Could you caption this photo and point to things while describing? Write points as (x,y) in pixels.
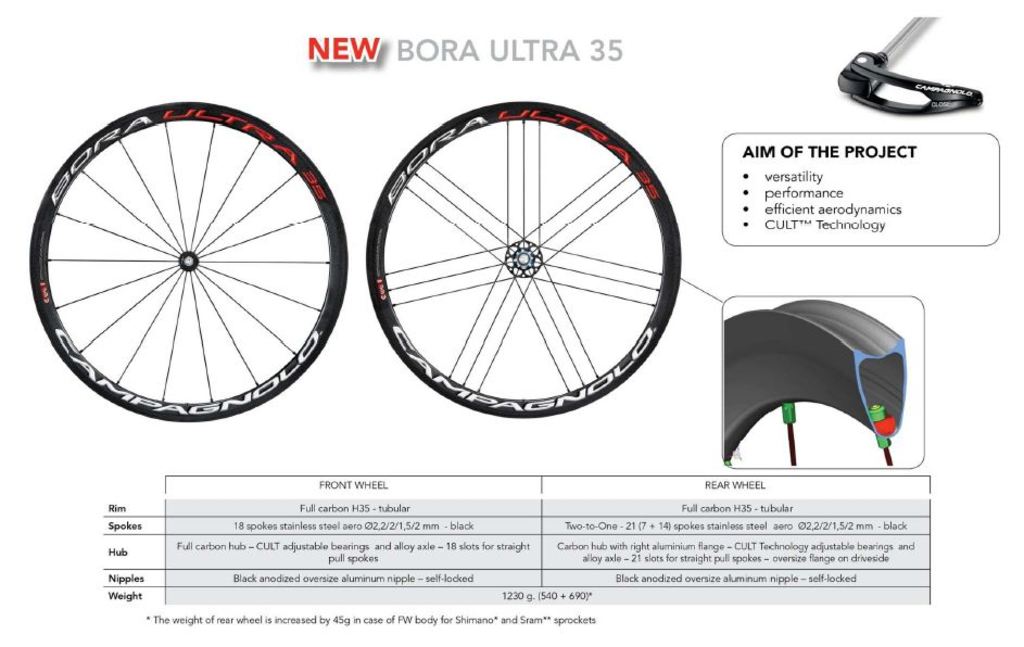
In this image there are pictures (487,272) and text (506,596). In the center of the image (413,260) there are pictures (511,254) of wheels (320,208). Below the pictures (330,246) there is text (265,534) on the image. To the right (839,298) there are pictures (826,350) of a few objects (802,363).
